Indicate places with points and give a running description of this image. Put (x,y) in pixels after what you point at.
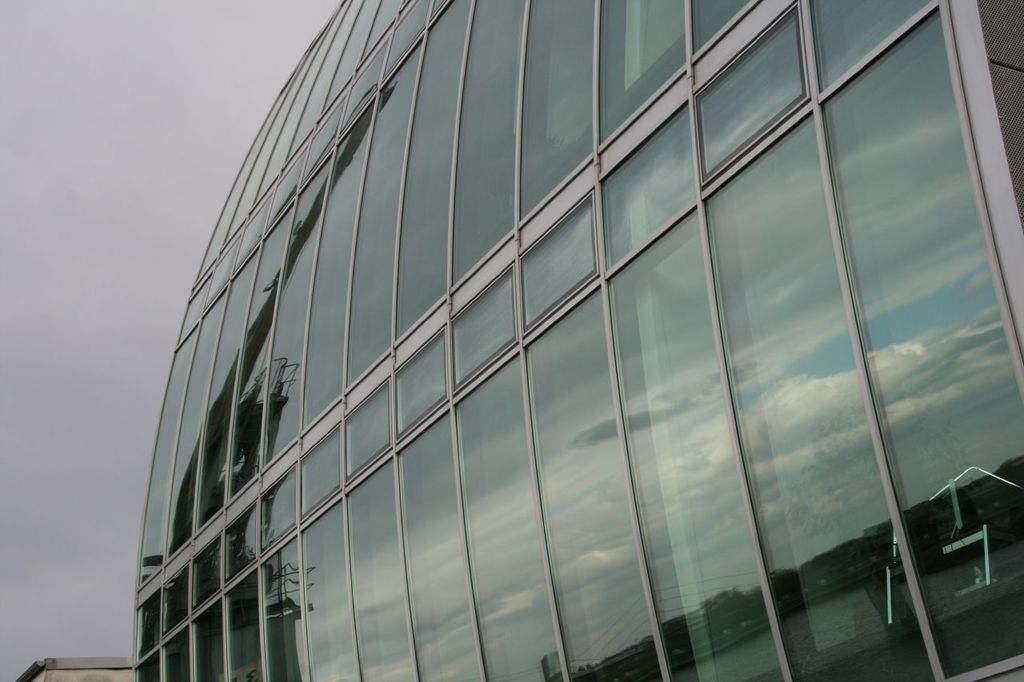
In this picture there is a huge glass corporate building (569,352). Behind there is a grey sky (101,318).
